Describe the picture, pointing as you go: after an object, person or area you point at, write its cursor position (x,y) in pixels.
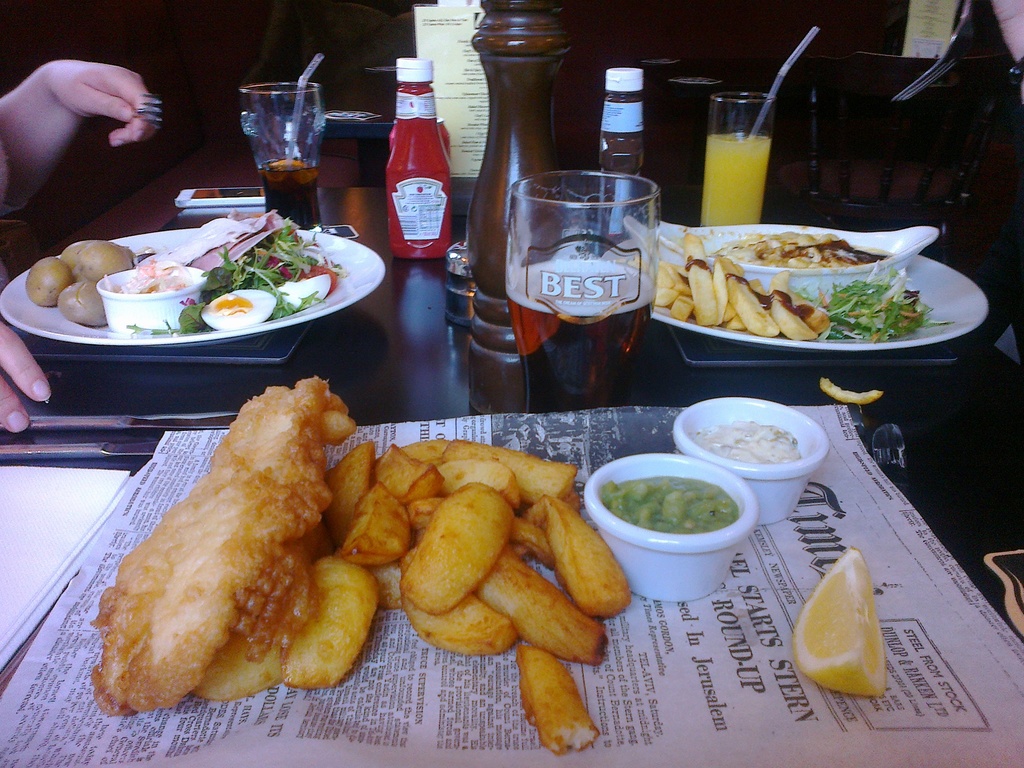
This picture is clicked inside. In the center (420,317) there is a table (1014,461) on the top of which we can see the platters (211,332) containing food items (771,305) and we can see the bottles (401,180), glasses of drinks (613,212) and some food items (476,445) are placed and some items (1002,727) are placed. On the left corner (95,84) we can see the hands (79,90) of a person (92,92) holding a fork (143,95) and we can see the chair (937,145) and many other objects (921,87).
